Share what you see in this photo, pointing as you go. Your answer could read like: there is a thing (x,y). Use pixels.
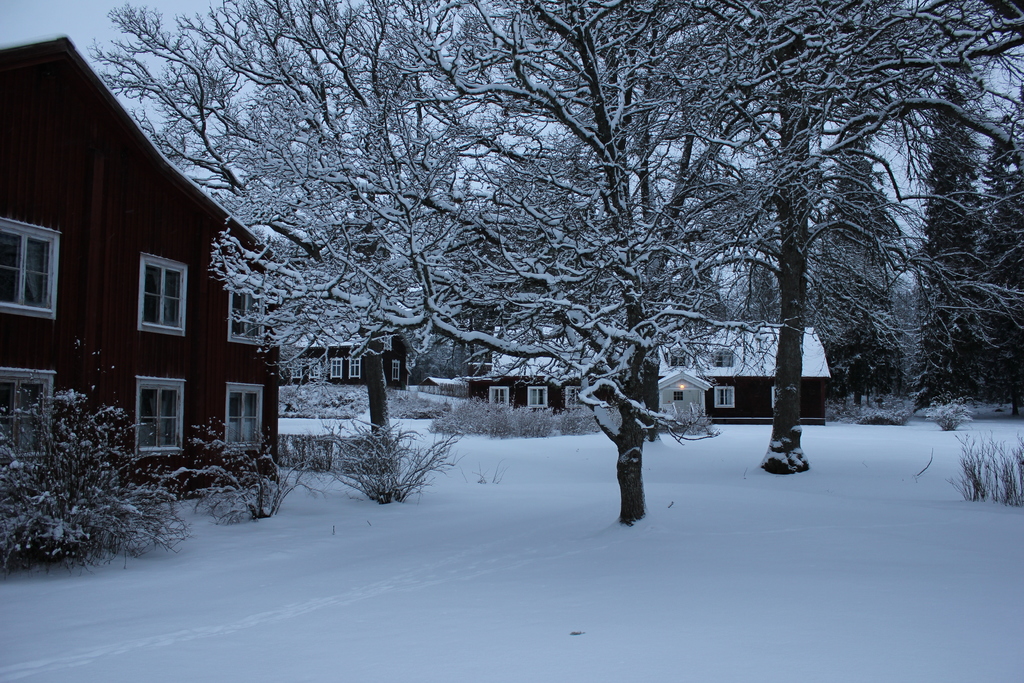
In this picture I can see some houses (175,388), trees (425,282) fully covered with snow (20,676).
